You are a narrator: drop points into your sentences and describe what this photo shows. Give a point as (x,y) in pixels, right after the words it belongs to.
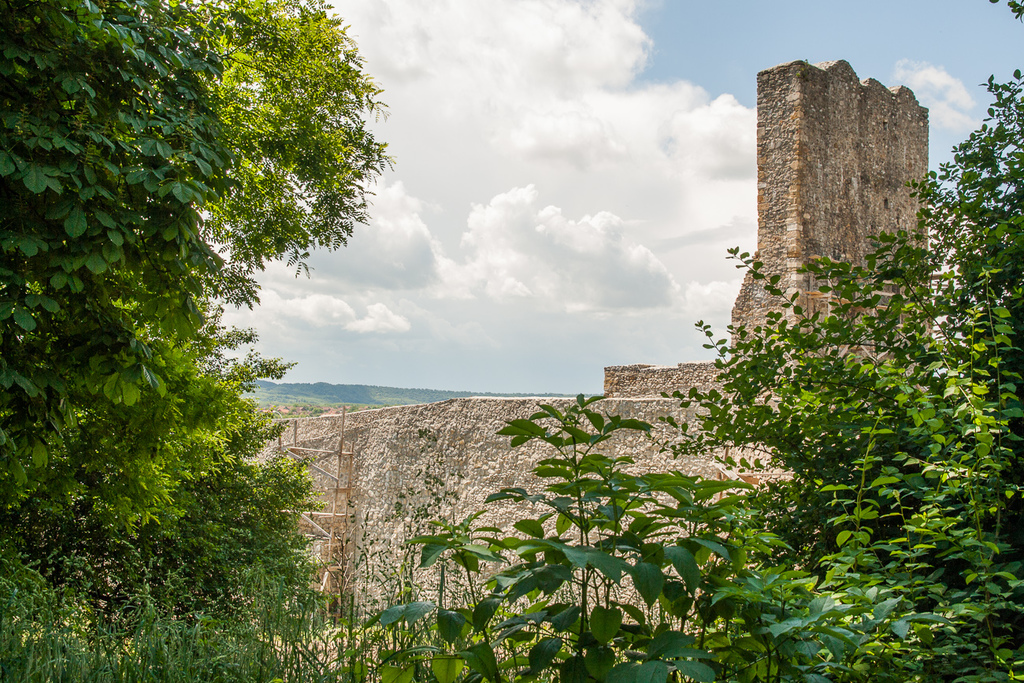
Here we can see plants (296,576), trees (170,508), and a wall (536,459). In the background (692,205) there is sky (569,222) with heavy clouds (571,243).
